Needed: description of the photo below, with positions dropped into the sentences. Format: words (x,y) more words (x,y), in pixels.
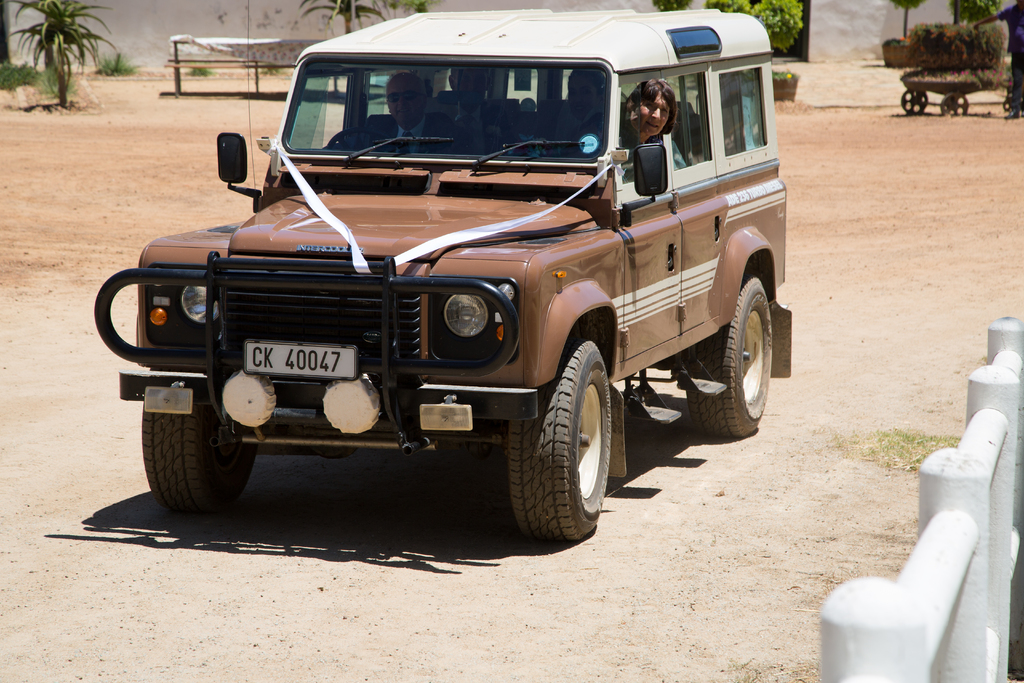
In the middle of the picture (560,330) there is a jeep (722,237) on the road (390,624). Inside the jeep (565,137) there are four people (592,122) sitting. A man (423,111) is sitting and he is driving. And there is a lady (653,116) seeing outside from the window (629,117). And to the right bottom of the corner there is a fencing (983,635). And to the right top corner (978,62) there is a person (1021,49) standing near a cart (951,76). And there are some plants (786,34). And to the top left corner (38,42) there is a tree (75,42). Beside the tree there is a cloth (279,54) on the rods (217,57).
